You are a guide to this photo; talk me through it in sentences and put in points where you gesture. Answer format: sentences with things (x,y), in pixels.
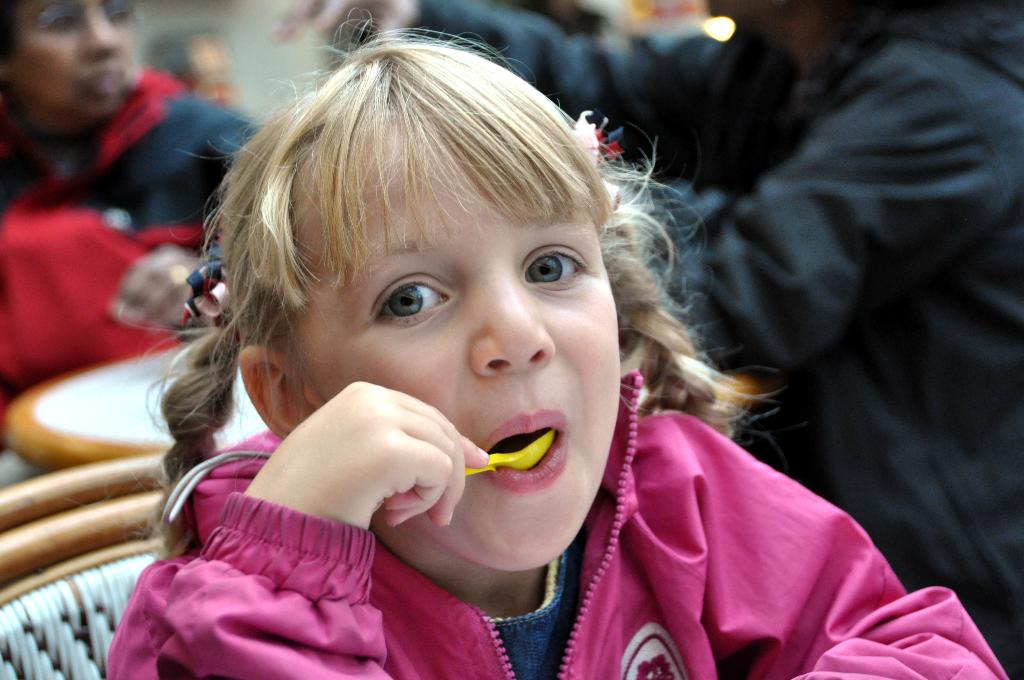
In this picture there is a girl (313,424) sitting and eating. At the back (76,92) there are two persons (985,407) sitting and there is a table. At the back (266,49) it looks like a wall (258,82).
